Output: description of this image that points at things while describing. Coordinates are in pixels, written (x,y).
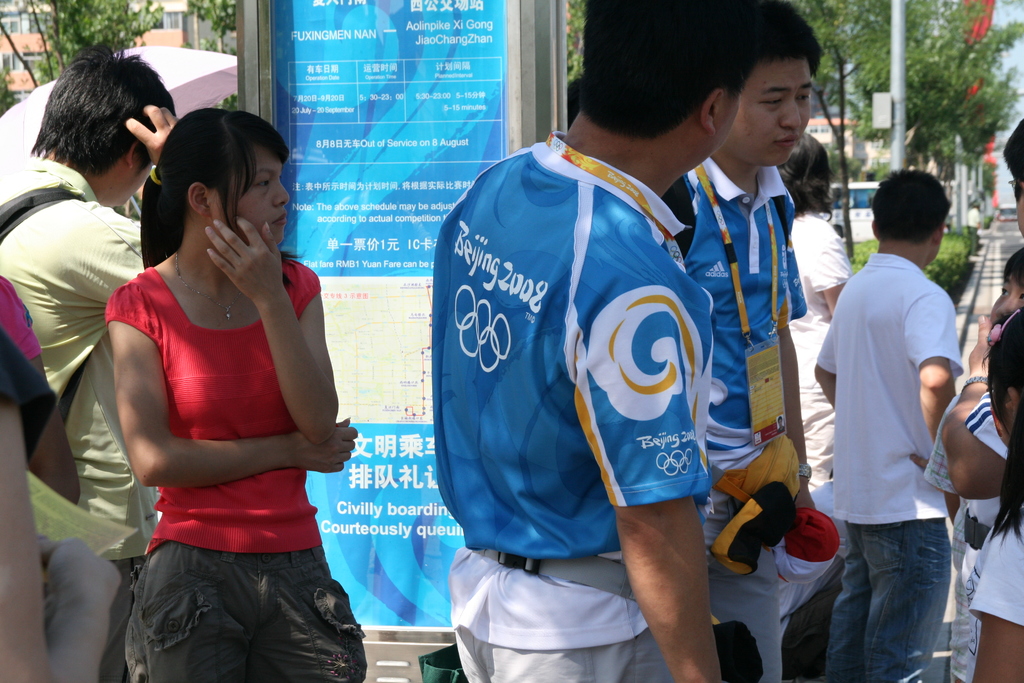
In the center of the image (375,446) we can see a board (427,403). In the background of the image (109,6) we can see the buildings (158,13), trees (949,48), poles (256,81) and some people (523,532) are standing. On the left side of the image (14,111) we can see an umbrella (14,111). On the right side of the image (972,282) we can see the road (995,225) and the vehicle (1015,206). In the top right corner (998,73) we can see the sky (1006,16).
